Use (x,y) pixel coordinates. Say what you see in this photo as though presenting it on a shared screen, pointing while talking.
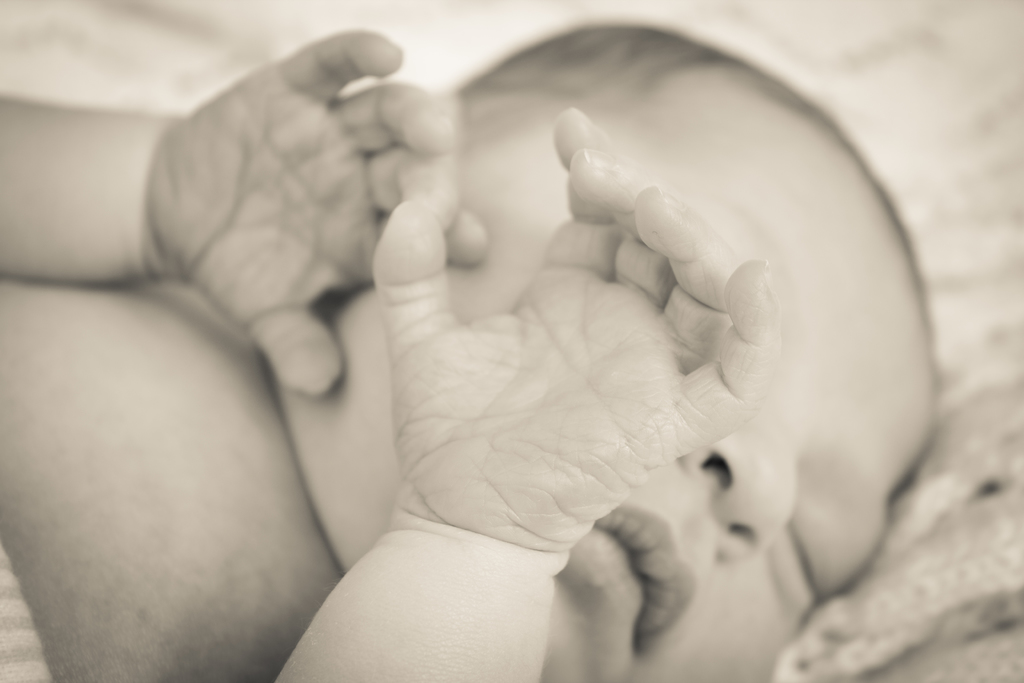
In this image, we can see a newborn baby (163,634) sleeping.
